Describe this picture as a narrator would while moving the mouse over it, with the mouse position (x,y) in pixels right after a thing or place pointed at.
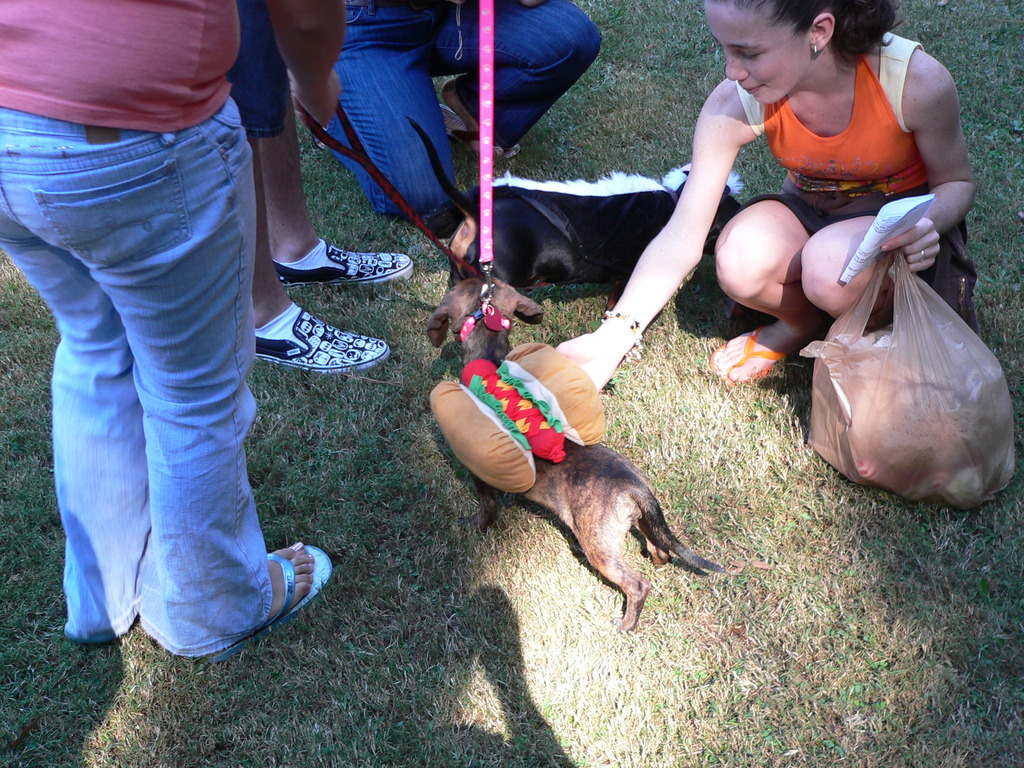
In this picture there is a dog (475,290) surrounded by group of people (708,170). To the top right (812,97) there is a woman (772,42) wearing the orange t shirt (872,156) and holding a cover (1005,444) in one hand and putting another on the dog (463,302). The dog (507,328) is tied with the belt (483,52). To the left side (140,29) there is an another person (170,235) wearing pink t shirt (149,78) and blue jeans (161,161). There are two persons (278,253) in the middle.
